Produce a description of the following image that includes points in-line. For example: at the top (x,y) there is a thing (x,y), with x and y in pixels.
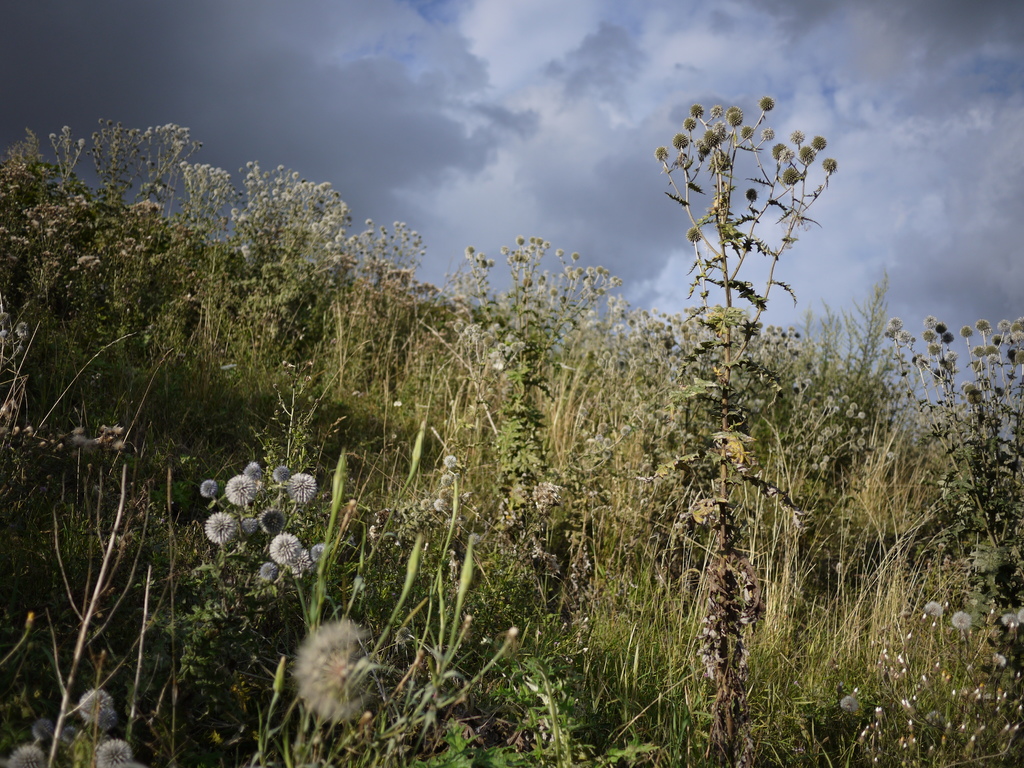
In front of the image there are plants (473,450) and flowers (36,727). In the background of the image (547,97) there are clouds (587,43) in the sky (603,37).
